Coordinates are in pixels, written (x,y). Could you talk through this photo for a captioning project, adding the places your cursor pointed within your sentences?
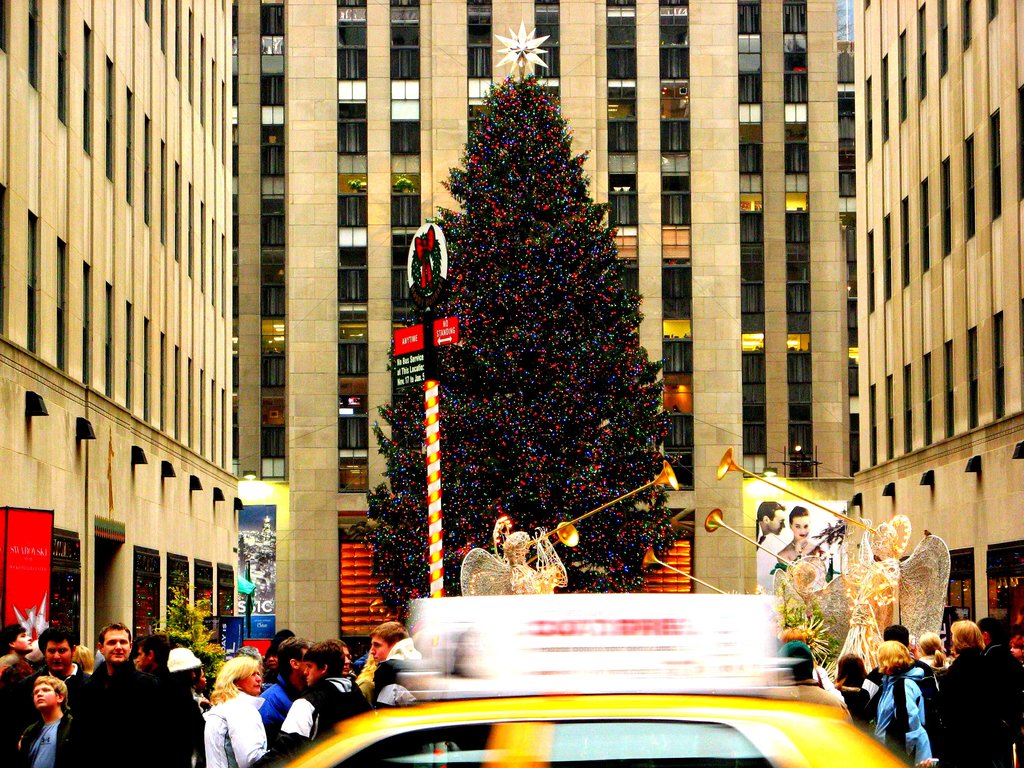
In this picture I can see there is a Christmas tree (542,300), there is a star (519,49) on it. There is a taxi (636,766) moving at the bottom of the image (619,764). There are a few people (360,667) standing and few people (269,710) are walking, there is a building (385,41) in the backdrop (695,104) and it has glass windows (229,609).
